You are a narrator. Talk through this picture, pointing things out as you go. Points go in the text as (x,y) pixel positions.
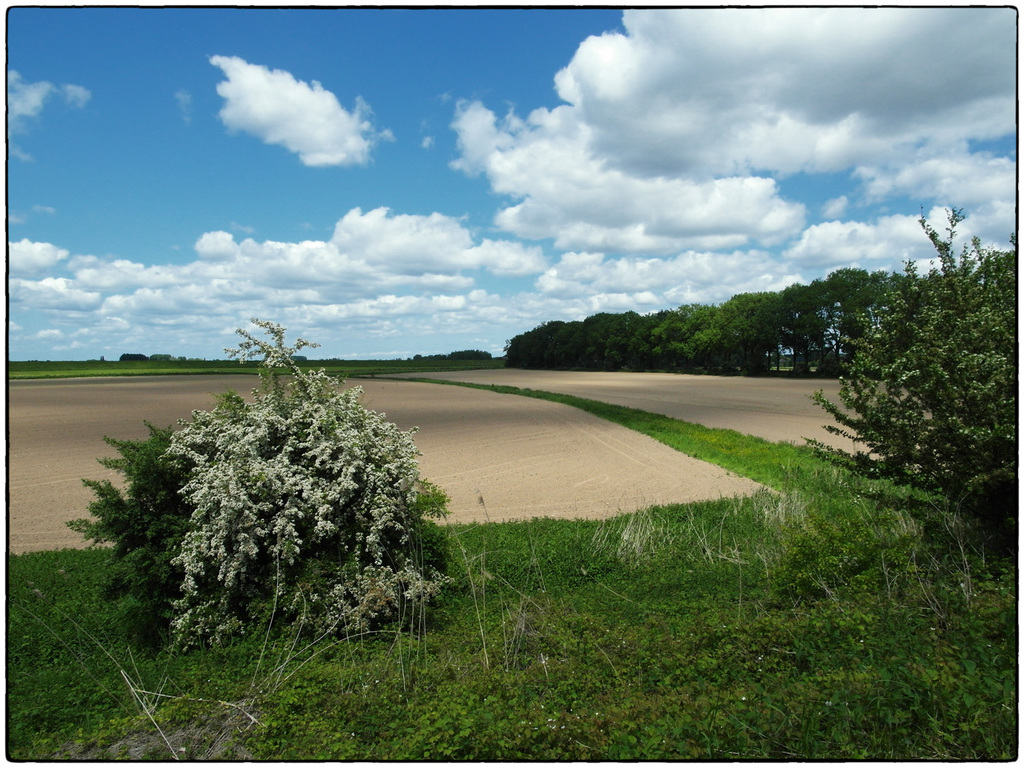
There are plants (860,551) and grassland (694,523) in the foreground area of the image (257,433), there are trees (548,341), it seems like a road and the sky (471,333) in the background (396,102).
